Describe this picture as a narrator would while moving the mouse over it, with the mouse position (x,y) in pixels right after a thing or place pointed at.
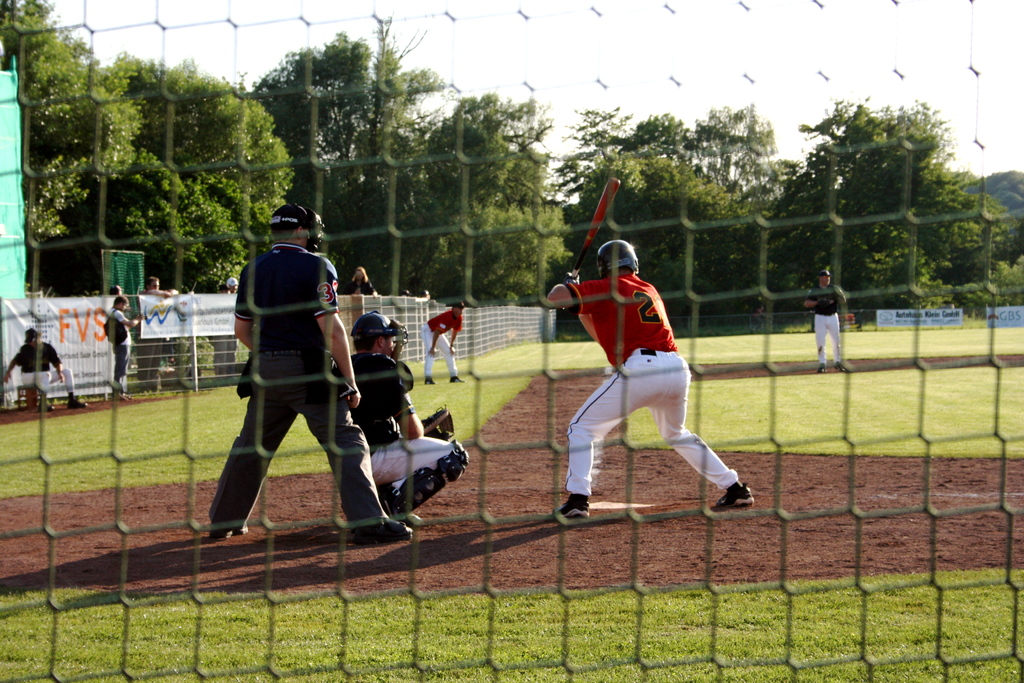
In this image we can see few people (254,387) on the ground (448,384), a person (622,253) is holding a bat (599,207), there are few banners (216,327) to the fence (984,317) and there are few trees (527,213) in the background (819,211).
